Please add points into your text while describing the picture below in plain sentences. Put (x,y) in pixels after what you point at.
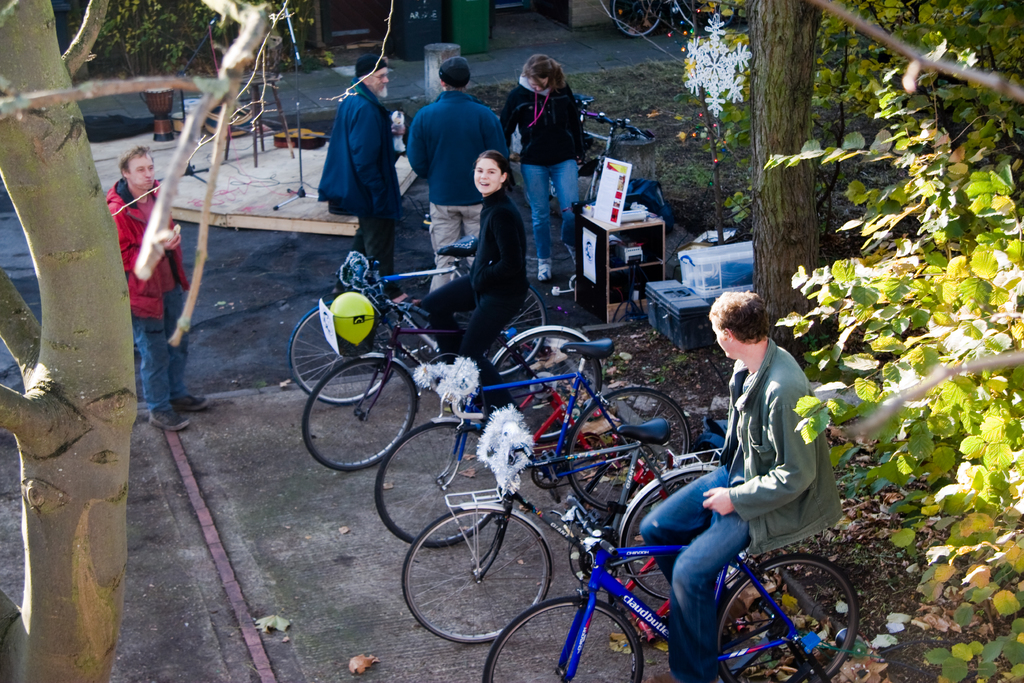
In this picture there are a group of people (682,569) sitting on a bicycle (594,351) and some other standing in background (544,199) at tree (223,92).
